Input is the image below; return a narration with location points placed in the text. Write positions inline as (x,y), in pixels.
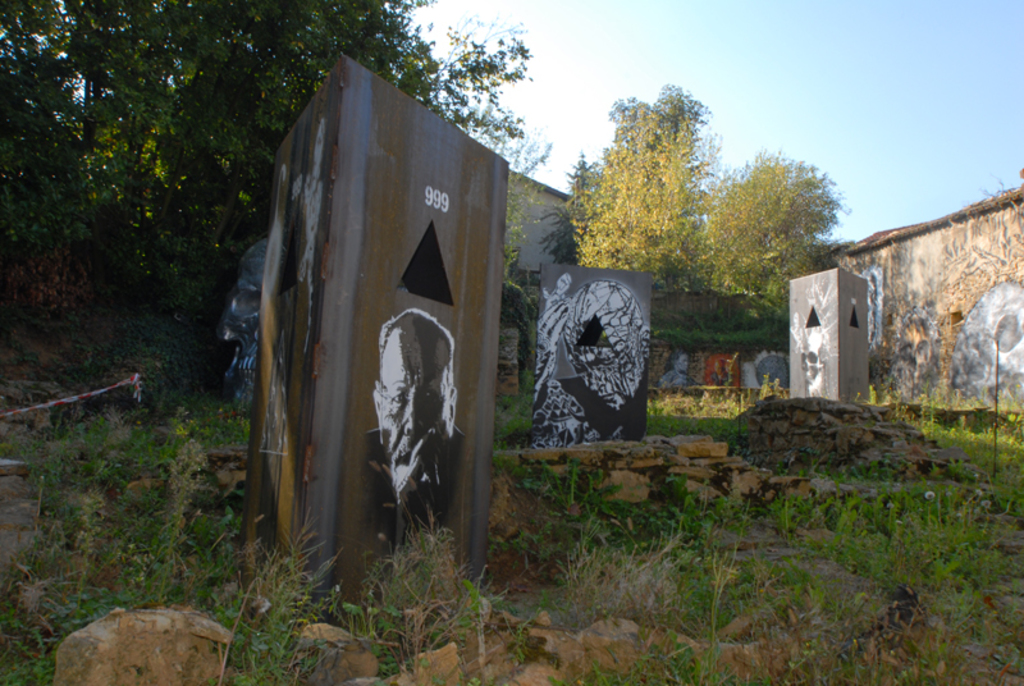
In this image I can see few things (433,351) and on it I can see graffiti (573,345). I can also see grass (553,484), trees (513,225), walls (1005,270) and in background (803,133) I can see the sky (835,84).
